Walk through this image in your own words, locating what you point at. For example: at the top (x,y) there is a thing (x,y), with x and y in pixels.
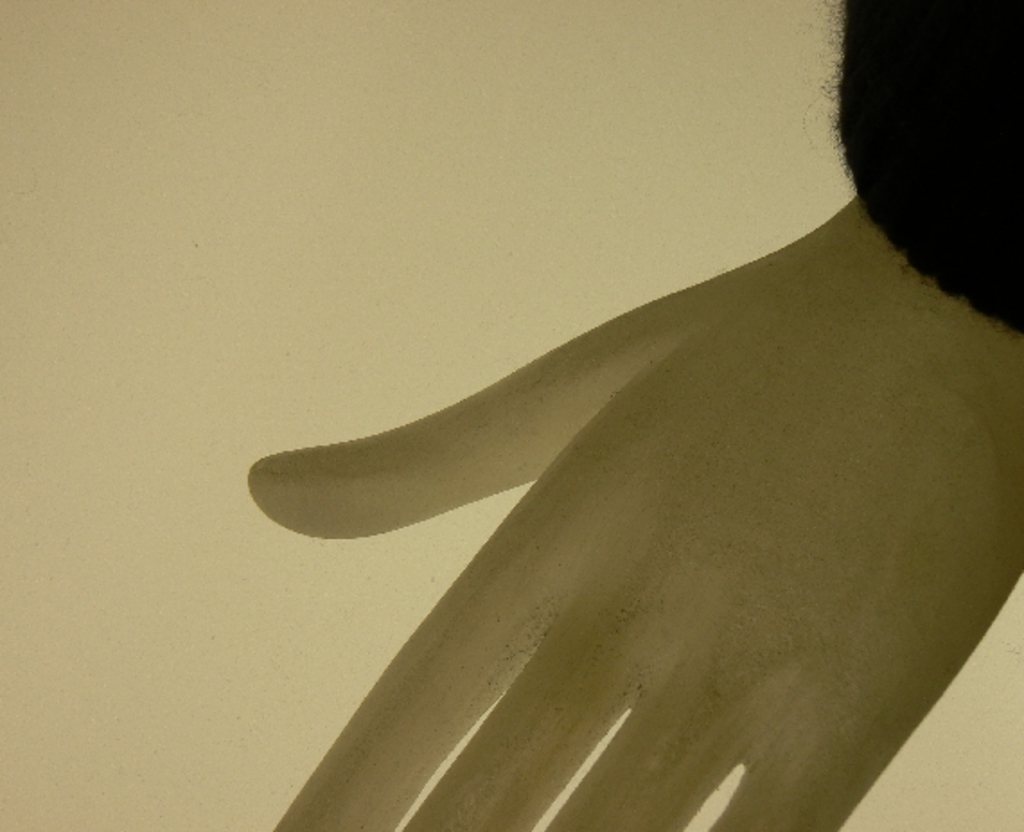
In the center of the image (651,315) we can see hand (784,350) of a mannequin (605,363). In the background (612,278) there is wall (201,289).
